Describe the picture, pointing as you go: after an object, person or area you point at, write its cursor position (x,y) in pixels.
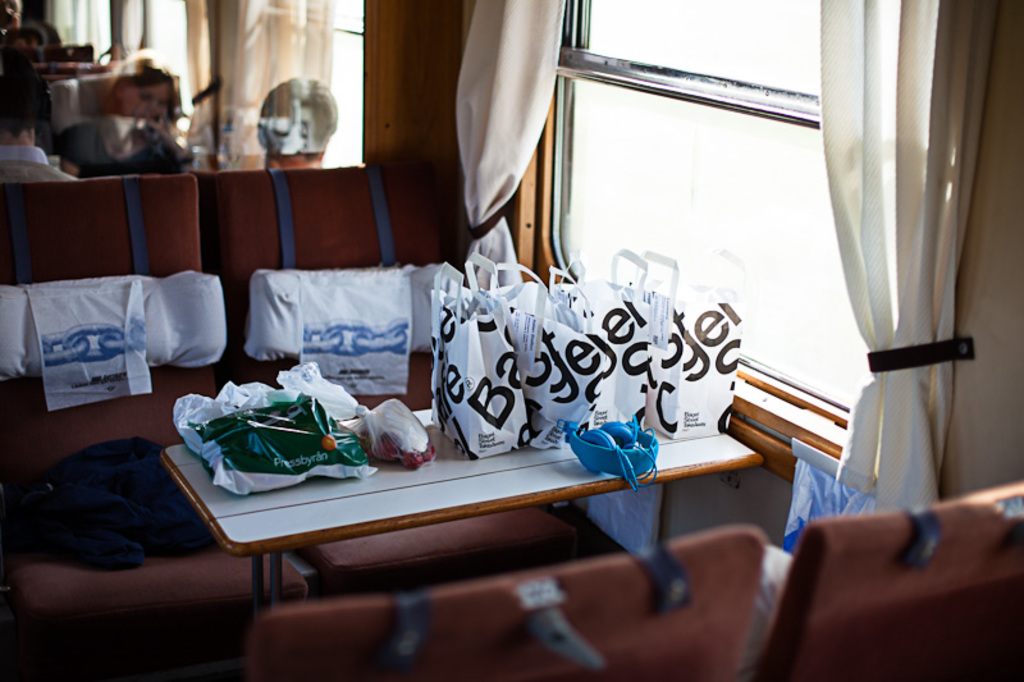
In the image in the center (532,448) we can see chairs (26,429), pillows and one table (230,544). On the table (230,545), we can see plastic packets (631,348) and blue color headphones (627,466). In the background (597,144) we can see windows (786,138), curtains (553,20), tables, chairs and few people (6,126) are sitting.
